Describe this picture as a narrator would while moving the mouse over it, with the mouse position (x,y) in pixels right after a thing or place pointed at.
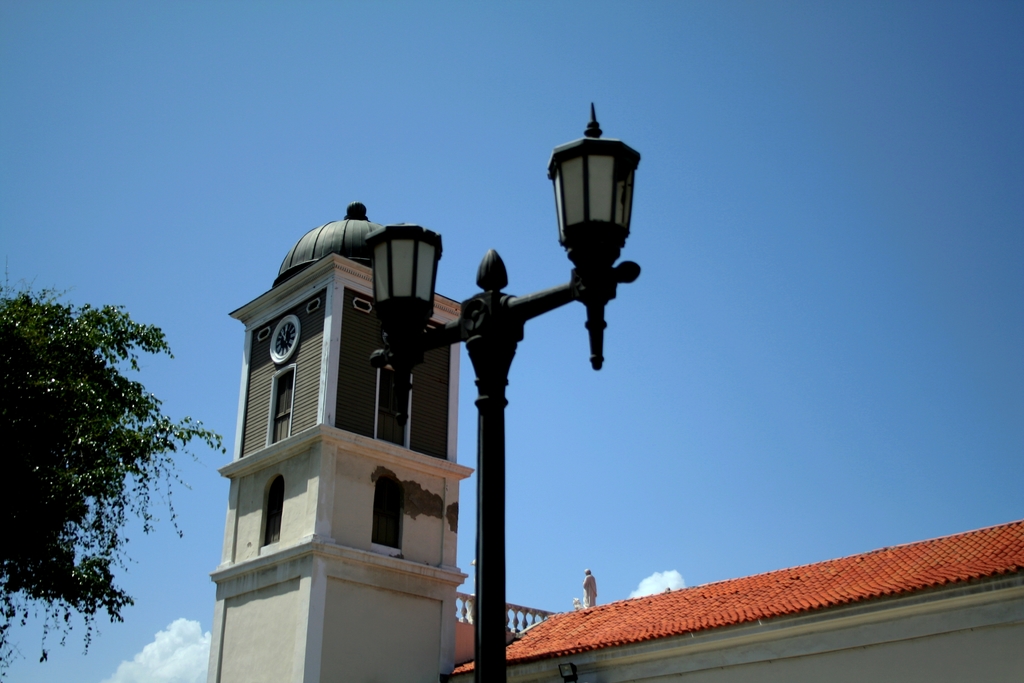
To this pole (519,317) there are lanterns lamps (598,247). Background (315,552) there is a clock tower (296,442), statue (592,591), roof (601,627), tree (105,414) and blue sky (523,161). To this clock tower (304,521) there are windows (277,409) and clock (275,346).
